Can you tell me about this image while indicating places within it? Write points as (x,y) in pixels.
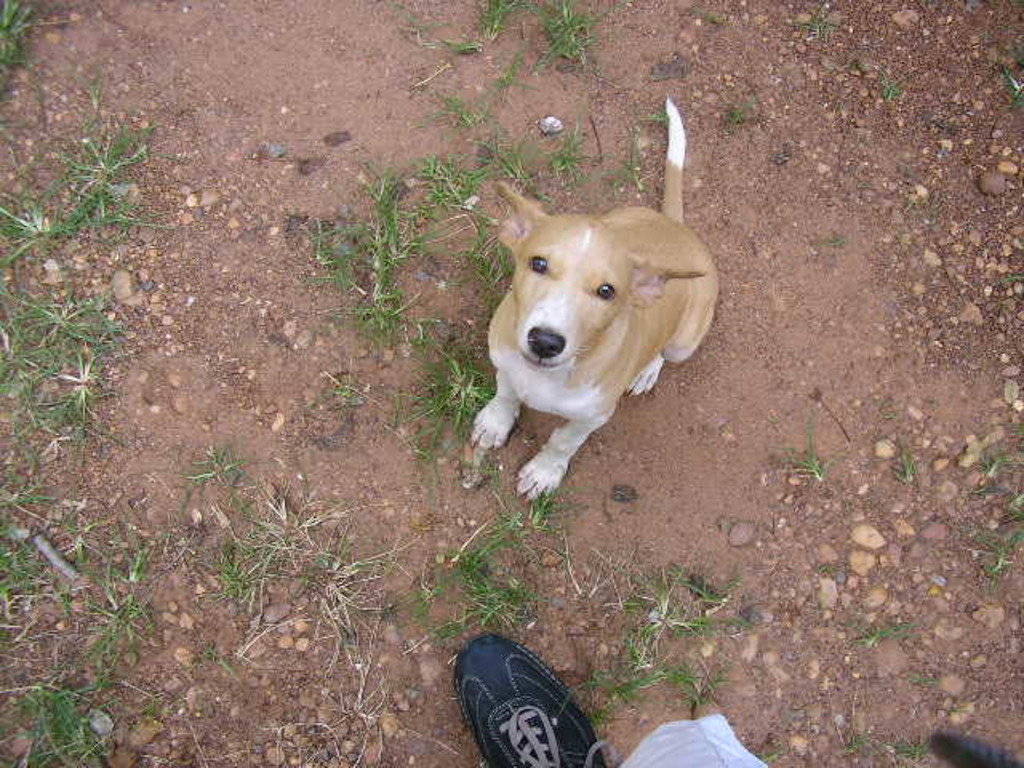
In this image we can see a dog (638,288). Also we can see shoe (537,695). On the ground (332,484) there are stones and grass (5,371).
